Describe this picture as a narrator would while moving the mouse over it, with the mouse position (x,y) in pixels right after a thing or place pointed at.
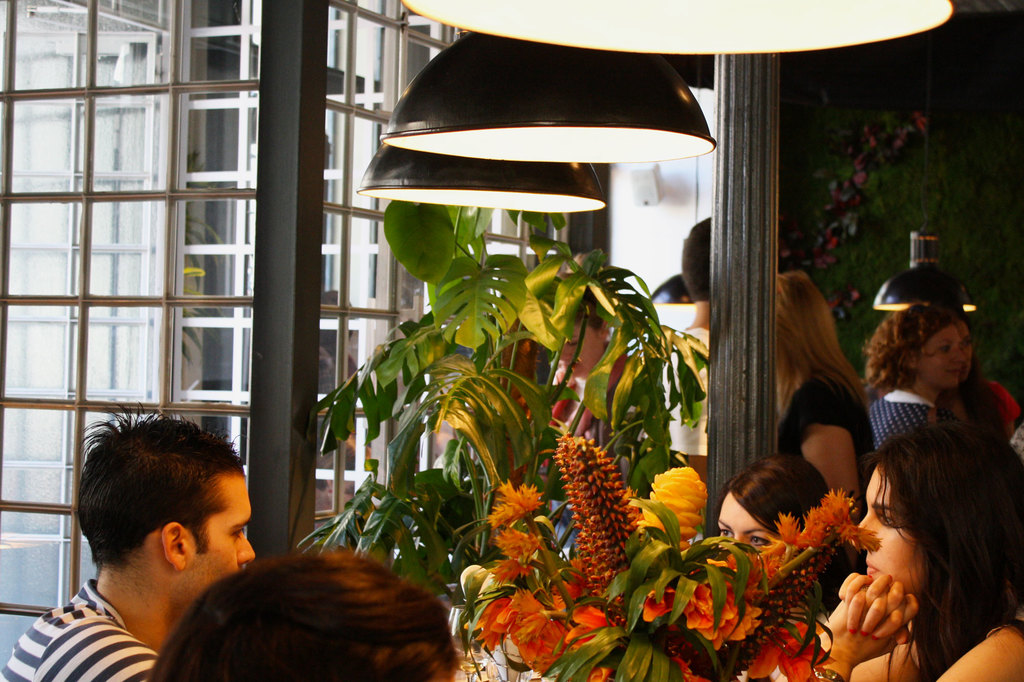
In this image we can see these people (740,531) are sitting near the table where glasses (475,676) and the flower pots (495,529) kept. Here we can see the ceiling lights (734,35). In the background (930,395), we can see a few more people (912,403), we can see glass windows (125,144) and this part of the image is dark.
